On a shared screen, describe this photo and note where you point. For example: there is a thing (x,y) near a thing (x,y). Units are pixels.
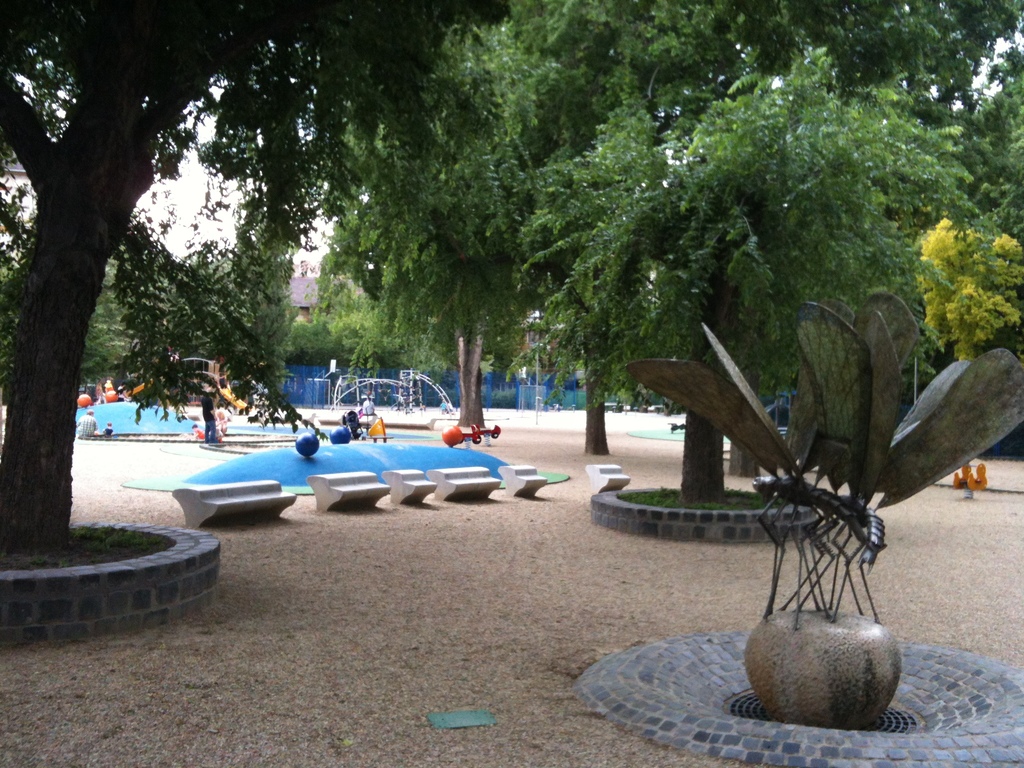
In this image there is a ground (435,623) in the bottom of this image (449,677) and there are some trees (545,336) in the background (282,279). There are some objects (434,471) kept in middle of this image (409,470). There is a depiction (820,640) on the bottom right side of this image (793,609).
